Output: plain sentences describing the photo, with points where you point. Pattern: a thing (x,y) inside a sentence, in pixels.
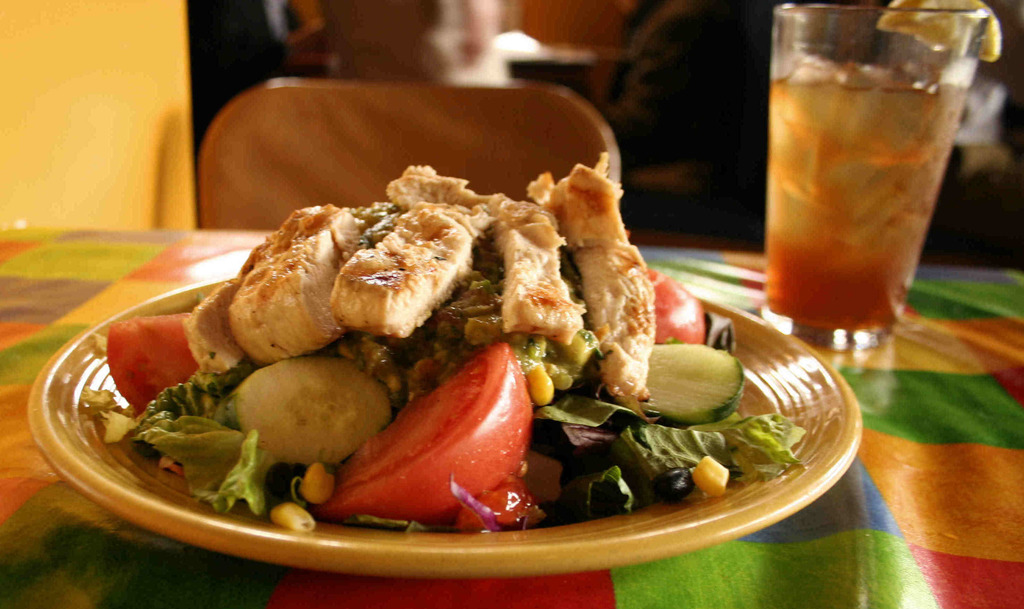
This picture shows some veggies (424,432) and meat (617,312) in the plate (296,535) on the table (206,267) and we see a drink (909,246) in the glass (903,230) on the side and we see a chair (380,181) to sit.
